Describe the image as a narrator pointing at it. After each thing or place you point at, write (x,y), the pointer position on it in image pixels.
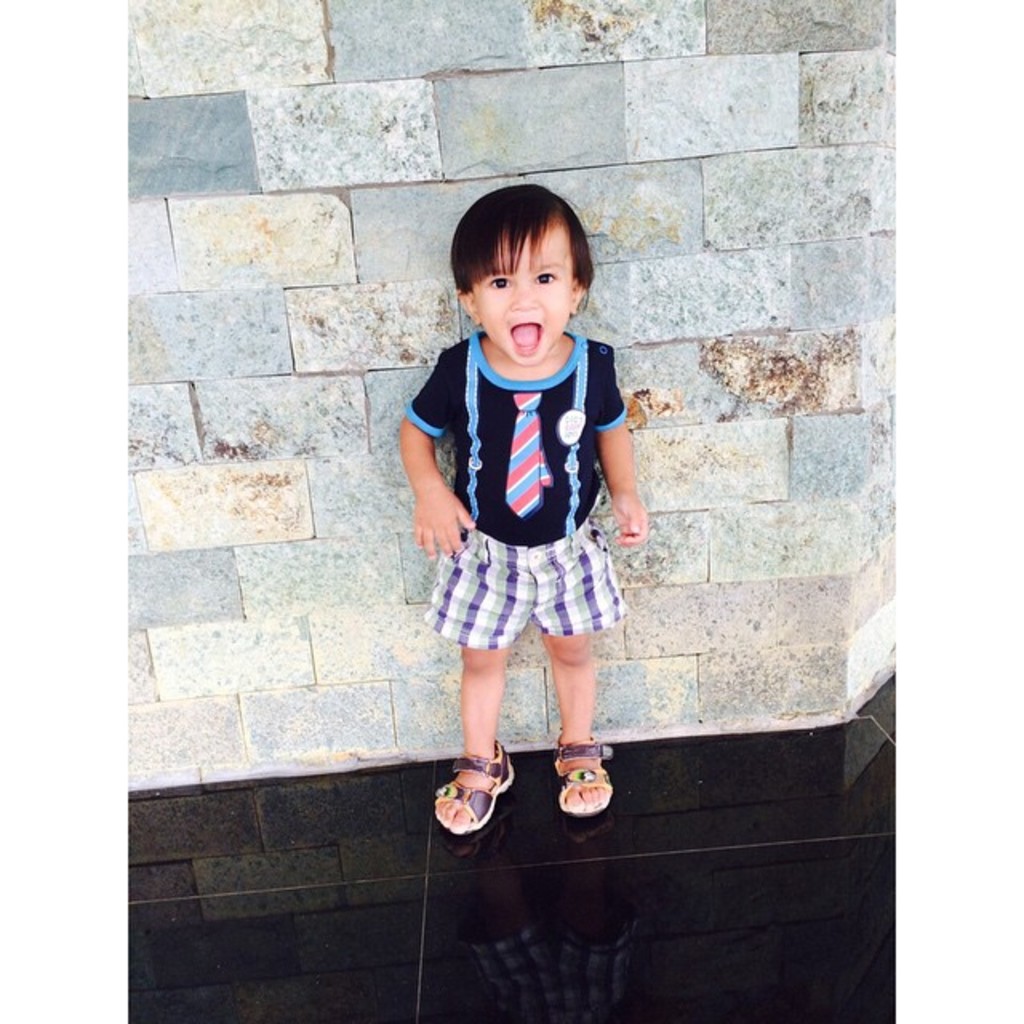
In this image I can see a person (475,220) standing and the person (475,545) is wearing black, blue and purple color dress (475,553). Background (638,74) the wall (407,155) is in gray and brown color.
